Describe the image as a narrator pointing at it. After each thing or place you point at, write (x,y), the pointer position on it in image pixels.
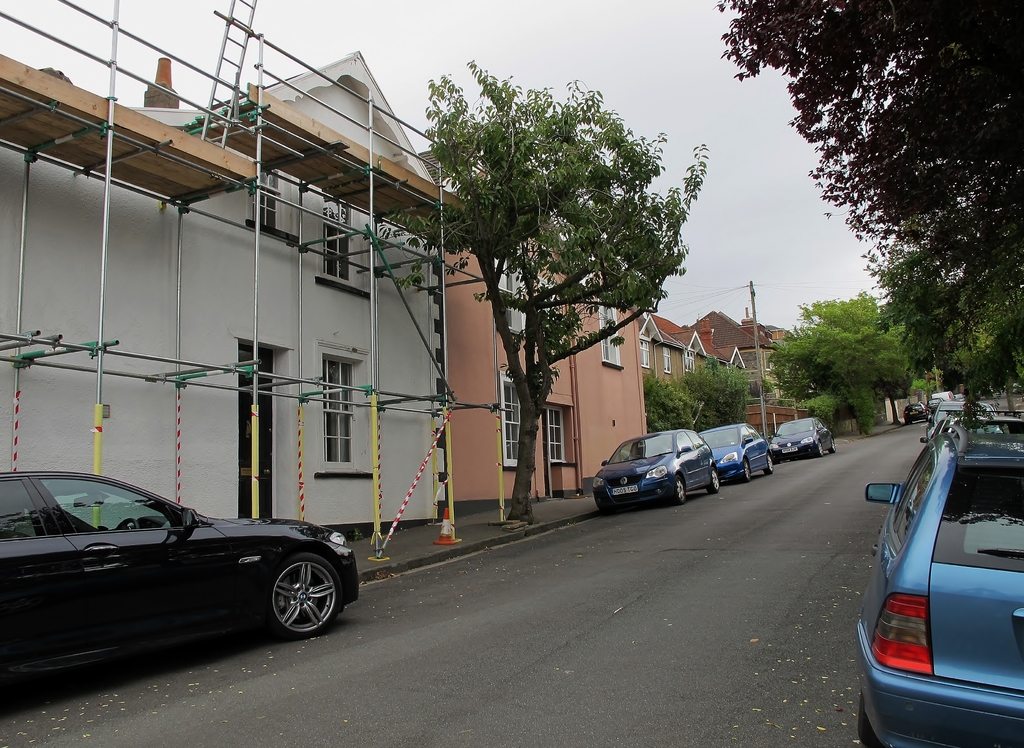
In this image we can see houses (151,314), trees (579,340), cars (907,578), road (560,577), ladder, fence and sky (475,46).
